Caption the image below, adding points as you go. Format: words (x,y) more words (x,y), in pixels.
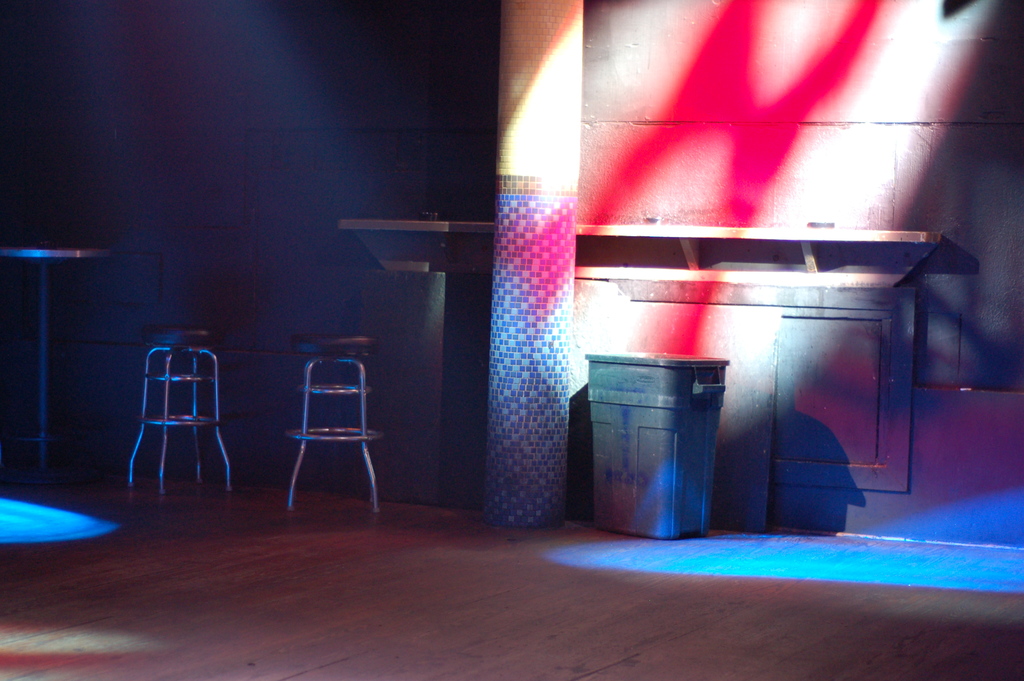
In this image, I can see two stools (361,420). This is a pillar (528,349). It looks like a dustbin (633,447). On the left side of the image (55,471), I can see a table (81,250). This is the floor (724,541). I can see the wall (717,114).
